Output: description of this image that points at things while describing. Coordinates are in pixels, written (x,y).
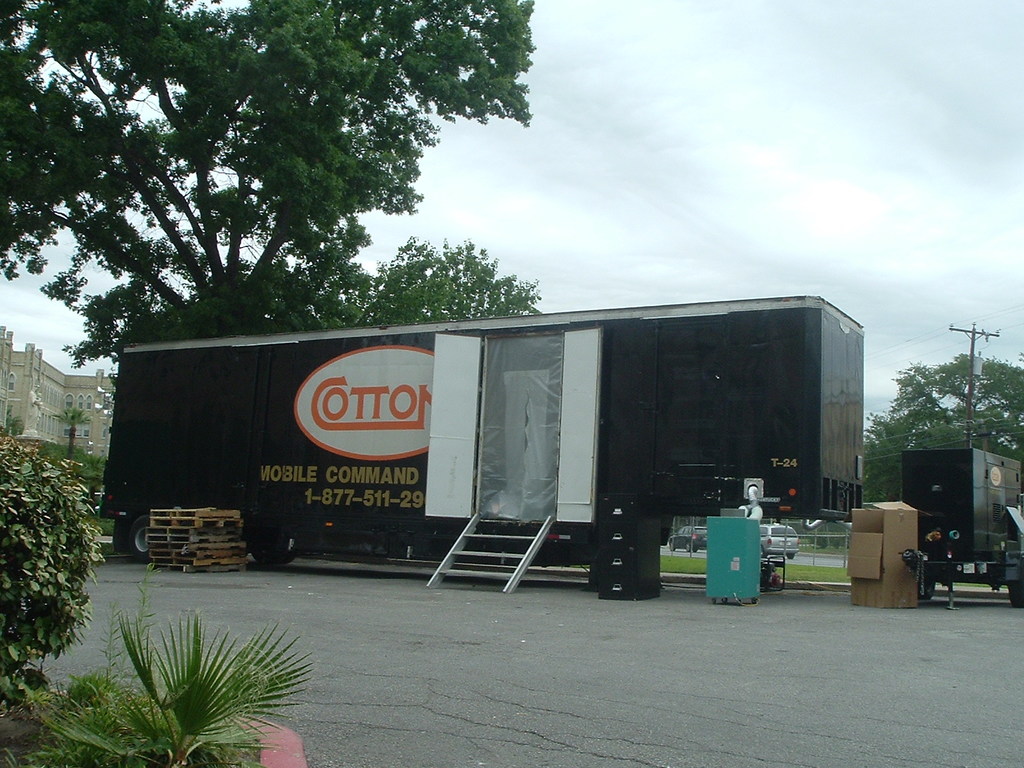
In this image we can see group of vehicles (785,538) parked on the ground (703,600). In the center of the image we can see a staircase (487,536) and some boxes (614,572) placed on the ground (455,601). On the left side of the image (188,644) we can see pallets (202,554), plants (30,490) and a building (100,428) with windows (55,404). In the background (962,376), we can see the poles (970,396), group of trees (930,442). At the top of the image (822,46) we can see the sky (614,105).
